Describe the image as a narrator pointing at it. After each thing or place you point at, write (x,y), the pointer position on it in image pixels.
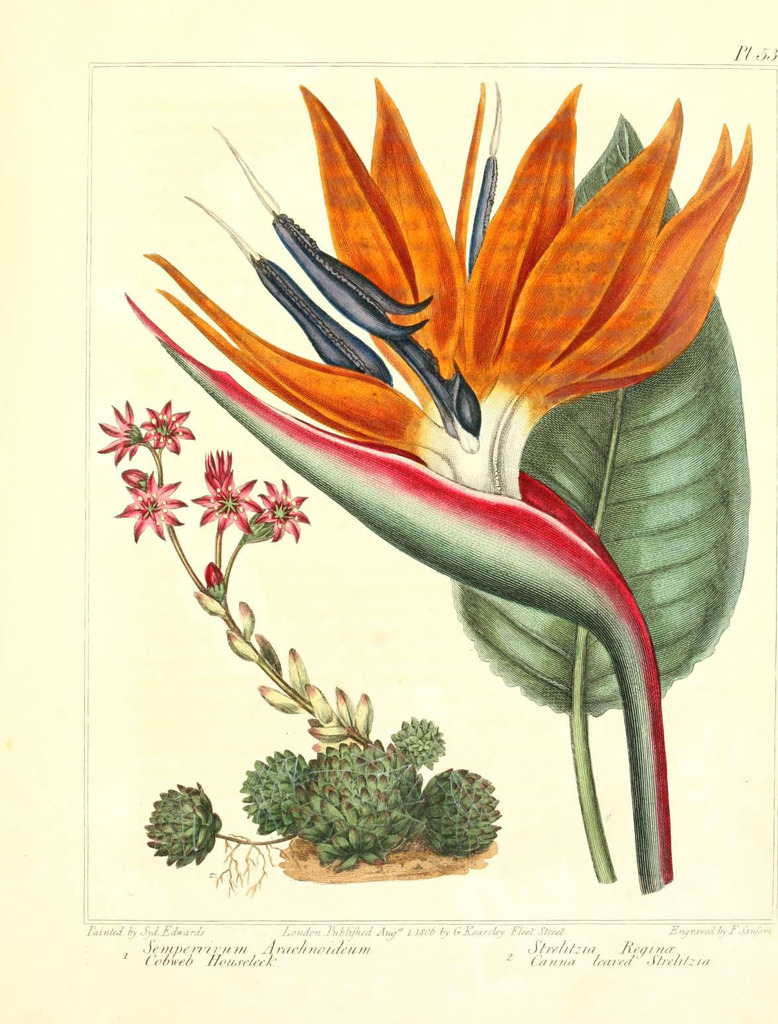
In this image, we can see depiction of plants (324,767) and some text (313,945).
